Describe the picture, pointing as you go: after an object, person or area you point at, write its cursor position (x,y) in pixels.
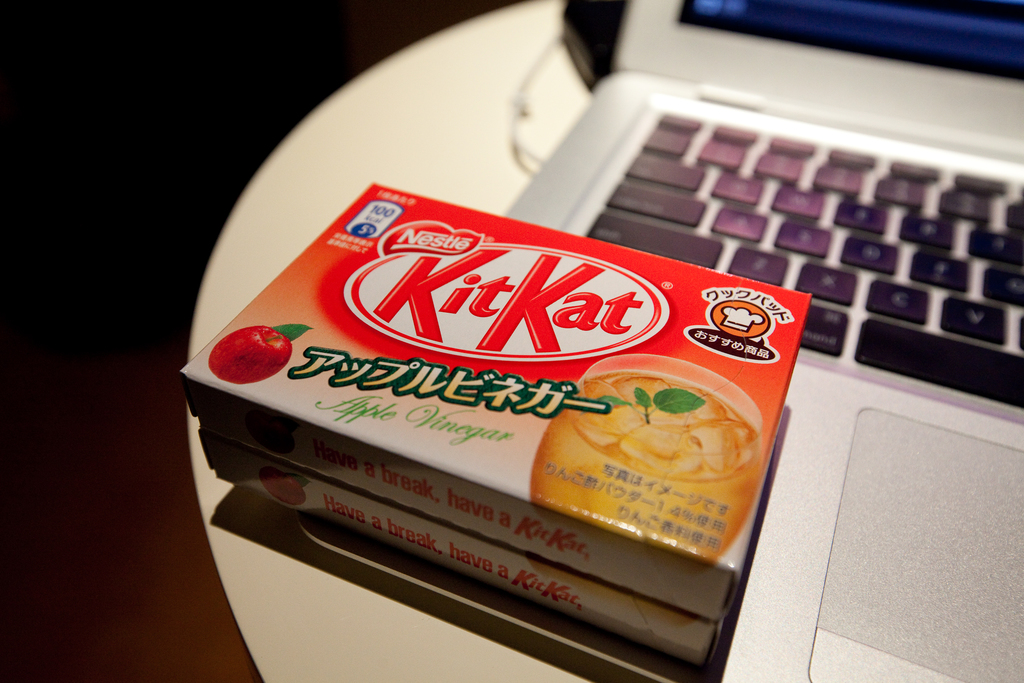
In this image we can see a table (434,127), on the table (390,157) there is a laptop (854,347) and on there are boxes (488,424) on the laptop (757,271).
